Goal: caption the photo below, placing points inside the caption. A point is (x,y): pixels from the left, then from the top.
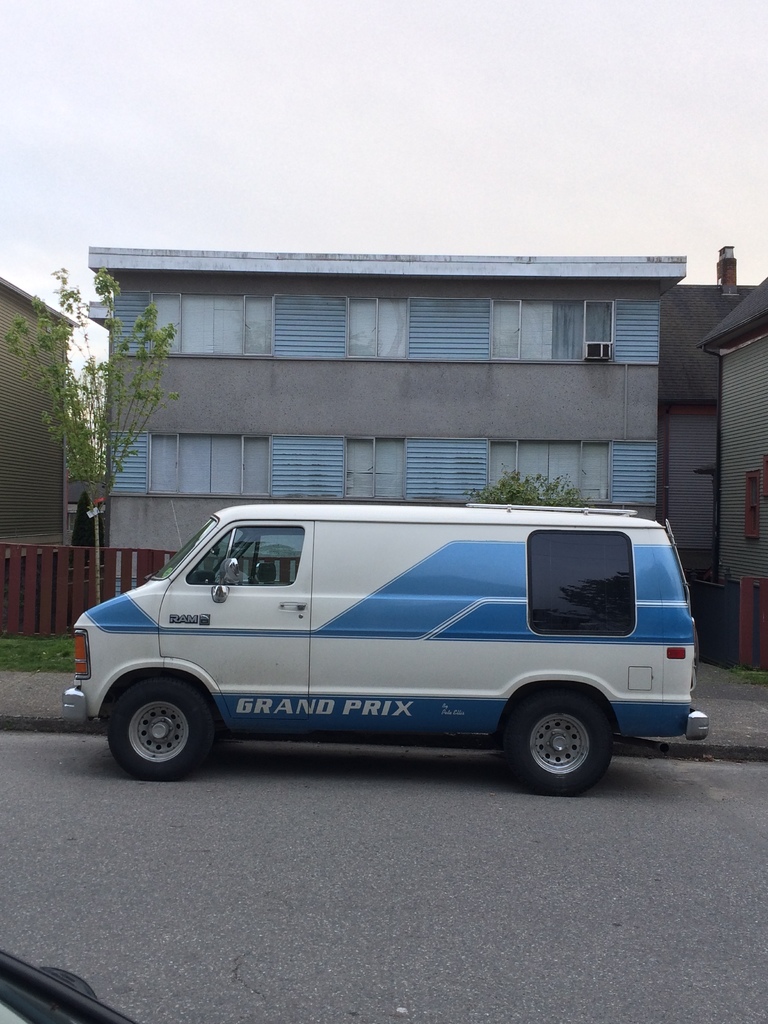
In this image we can see few buildings (475,424) and they are having few windows (503,359). There are few plants (536,498) in the image. We can see the sky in the image. There is a grassy land (69,663) in the image. There is a vehicle (319,720) on the road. We can see the reflection (605,614) of a tree (598,599) on the glass (594,608) of a vehicle (583,614). There is an object (46,1009) at the bottom left corner of the image (68,1010).
